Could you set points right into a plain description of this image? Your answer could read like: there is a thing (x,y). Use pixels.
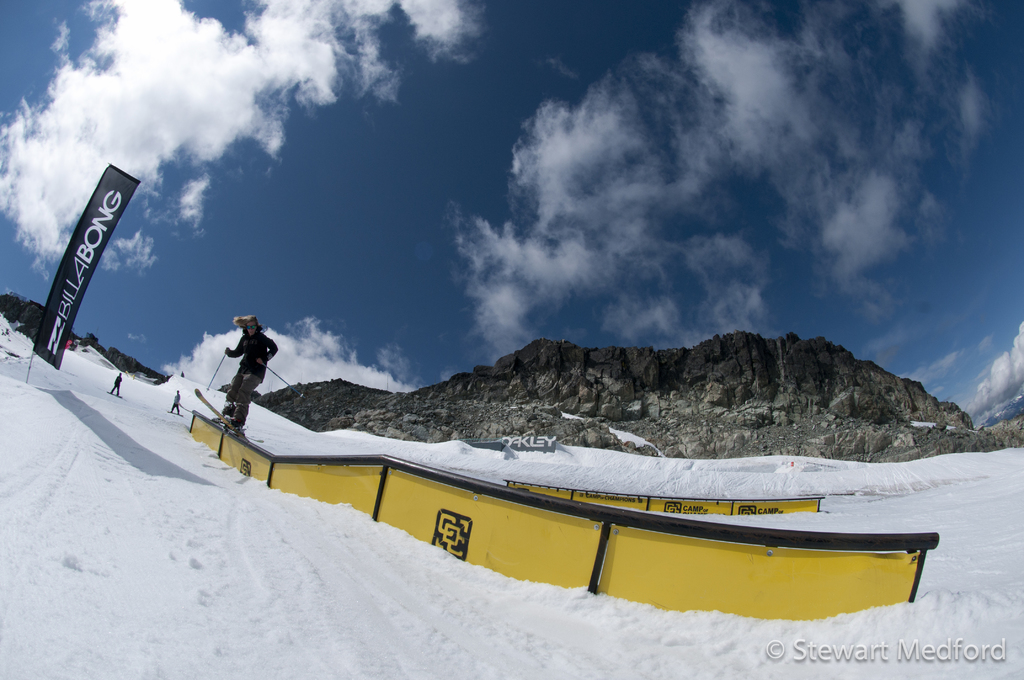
In this image the person (247,411) is standing on a ski board (239,432). At the back side (554,408) there is a mountain (537,389) sky (506,292) and a cloud (550,203). There is a snow (490,625).
